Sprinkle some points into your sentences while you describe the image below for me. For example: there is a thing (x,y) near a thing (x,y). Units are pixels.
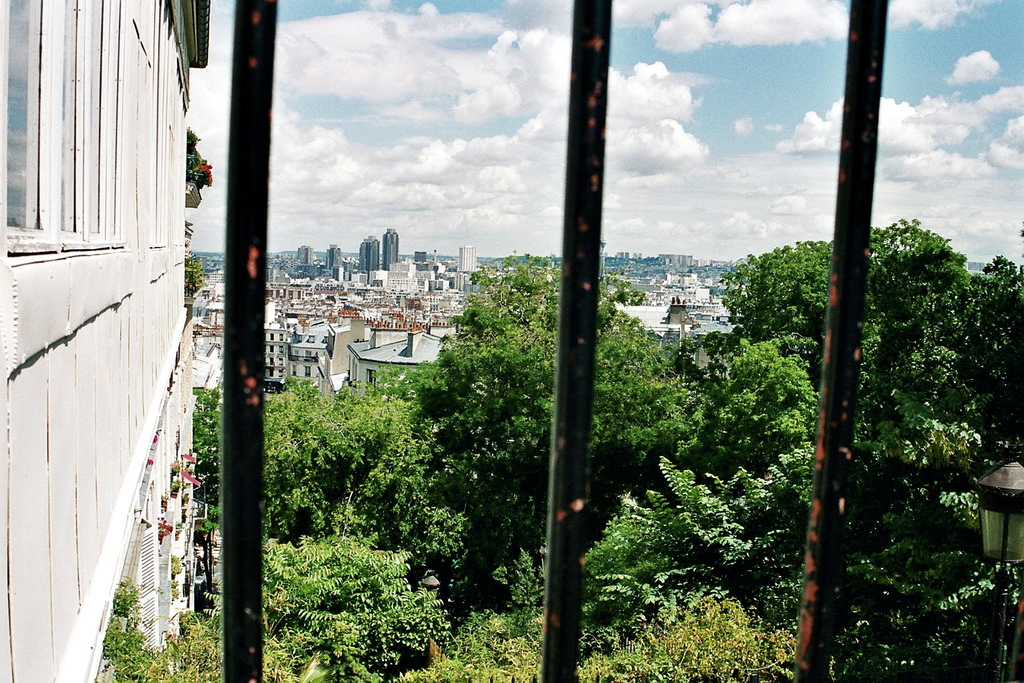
In this picture there are buildings (75,257) and trees (924,265). In the foreground (817,682) there are rods (822,651) and there is a street light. On the left side of the image (171,643) there are plants (175,630) on the wall (153,590). At the top (421,17) there is sky (564,36) and there are clouds (634,106).
